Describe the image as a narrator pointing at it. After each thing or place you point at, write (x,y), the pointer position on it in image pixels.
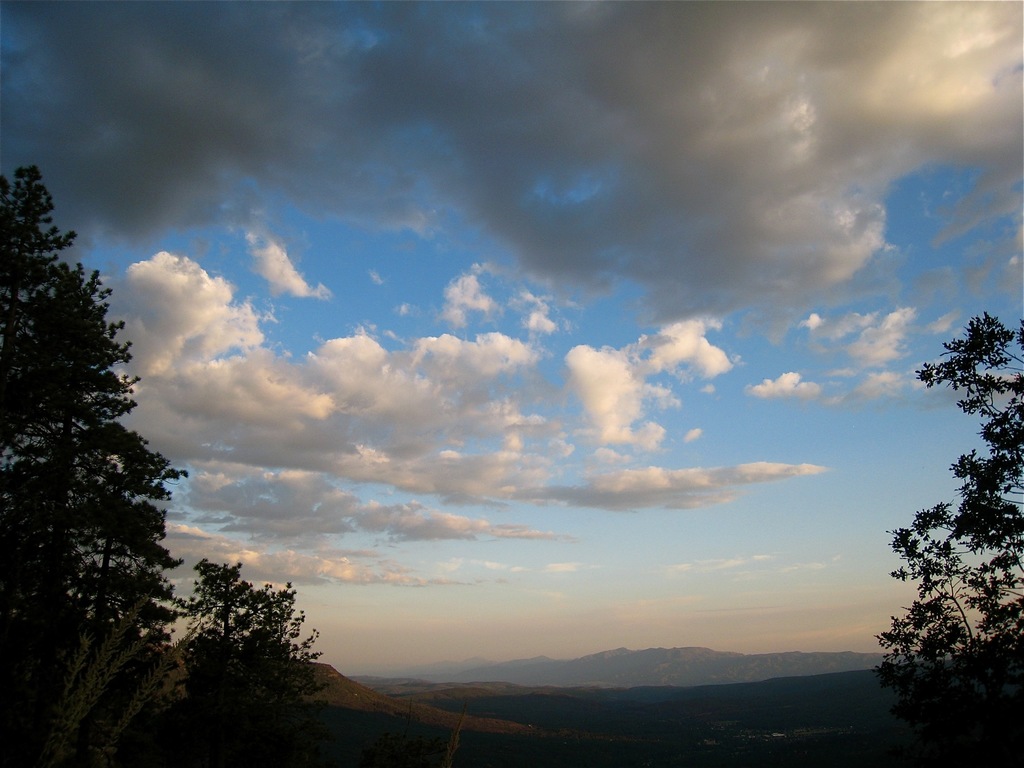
In this picture we can see sky (450,283) and clouds (397,414). In the background (549,683) we can see many mountains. Here we can see trees (128,556) and plants (389,758).
